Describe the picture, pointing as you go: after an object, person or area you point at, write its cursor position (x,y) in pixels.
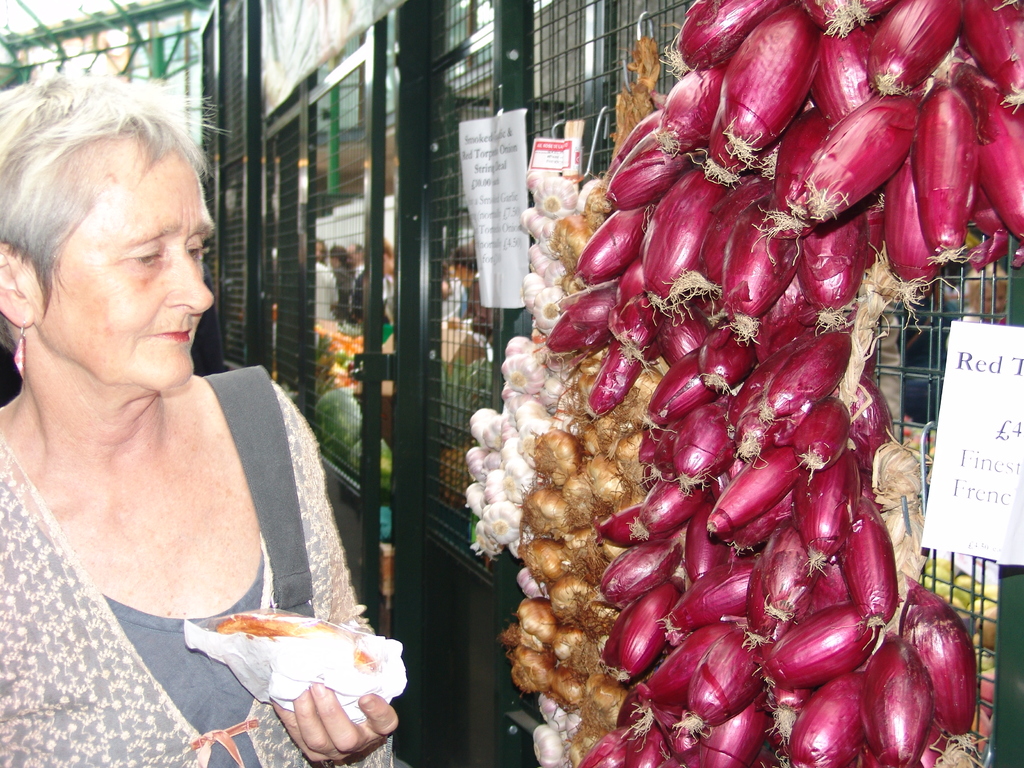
In this image we can see a woman (332,736) holding a food item (305,641) with her hand (380,725). Here we can see vegetables (846,370), grille (311,275), papers (1003,407), and people (344,271).
